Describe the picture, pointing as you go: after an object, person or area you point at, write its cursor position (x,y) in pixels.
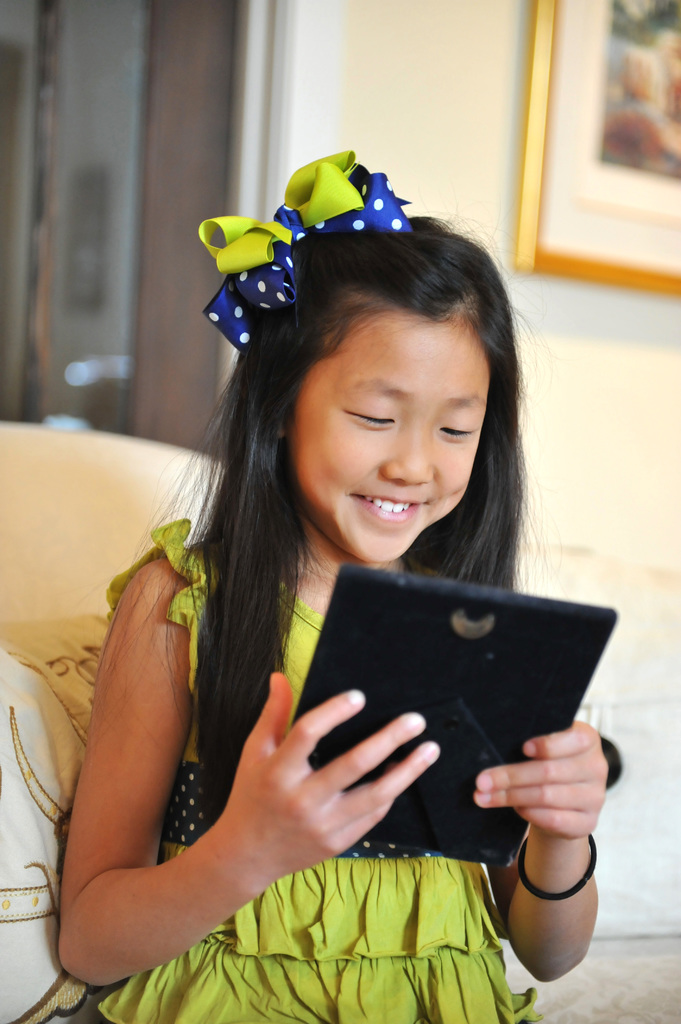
In this image I can see a girl (352,714) is holding a black object (413,667) in hands (408,765). The girl (394,773) is smiling. The girl (344,843) is wearing green color dress (273,922). In the background (451,134) I can see a wall (451,122) which has a photo (567,192) attached to it.
